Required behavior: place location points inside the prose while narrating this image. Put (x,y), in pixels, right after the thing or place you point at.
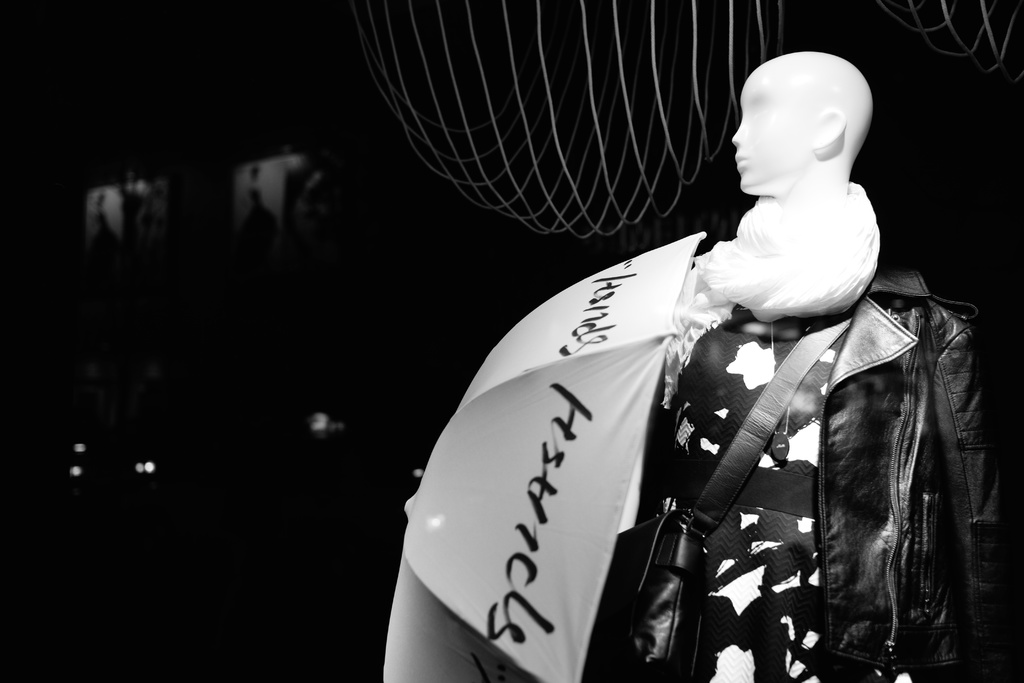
In this picture we can see a statue (749,114), bag (656,649), jacket (894,390), umbrella (519,625) and in the background (481,344) it is dark.
